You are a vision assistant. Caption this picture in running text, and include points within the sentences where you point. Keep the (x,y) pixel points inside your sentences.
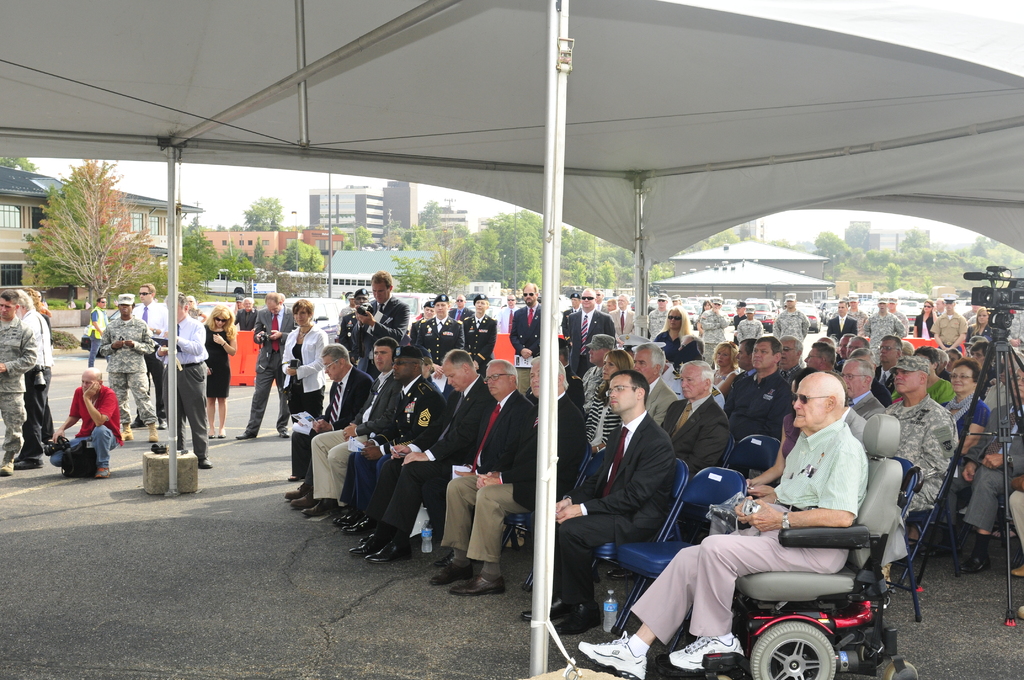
Group of people (631,421) sitting on chairs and few people (92,320) are standing. We can see camera (1003,295) with tripod (999,333). This is tent (373,164). In the background (509,213) we can see trees (39,251), buildings (19,254) and sky (793,236).
